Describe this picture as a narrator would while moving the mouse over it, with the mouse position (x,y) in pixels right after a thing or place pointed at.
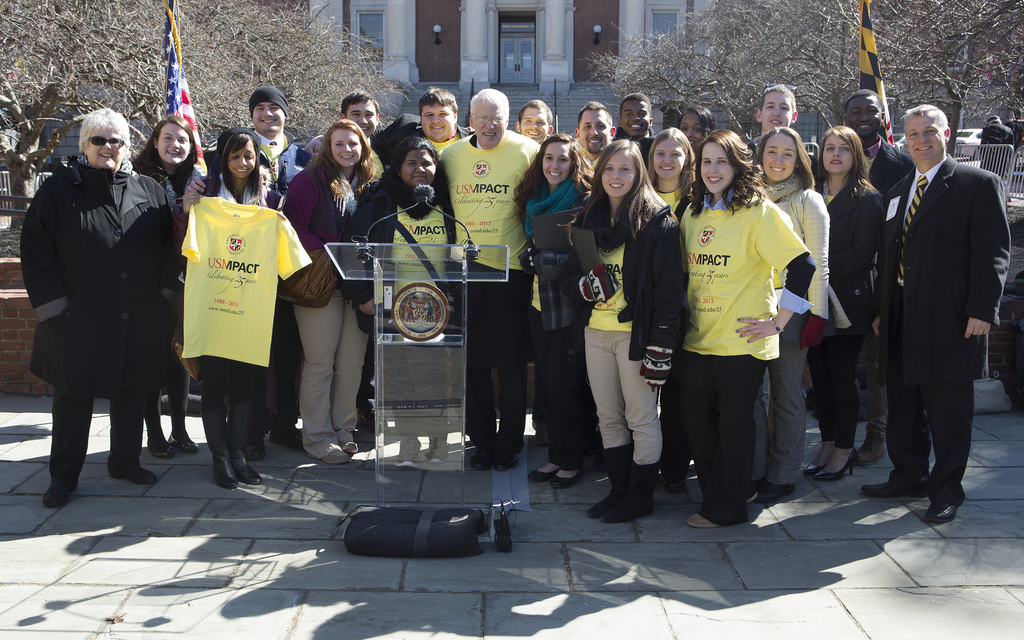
In this image, we can see a group of people (930,320) are standing side by side and watching. Here a woman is holding a t-shirt (222,252). At the bottom (449,429), we can see a glass podium (413,420) with microphone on the path (900,602). Background (992,83) there are few trees (735,90), flags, building (513,75), stairs (506,86), door (529,72), vehicles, barricades (975,147) and lights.
